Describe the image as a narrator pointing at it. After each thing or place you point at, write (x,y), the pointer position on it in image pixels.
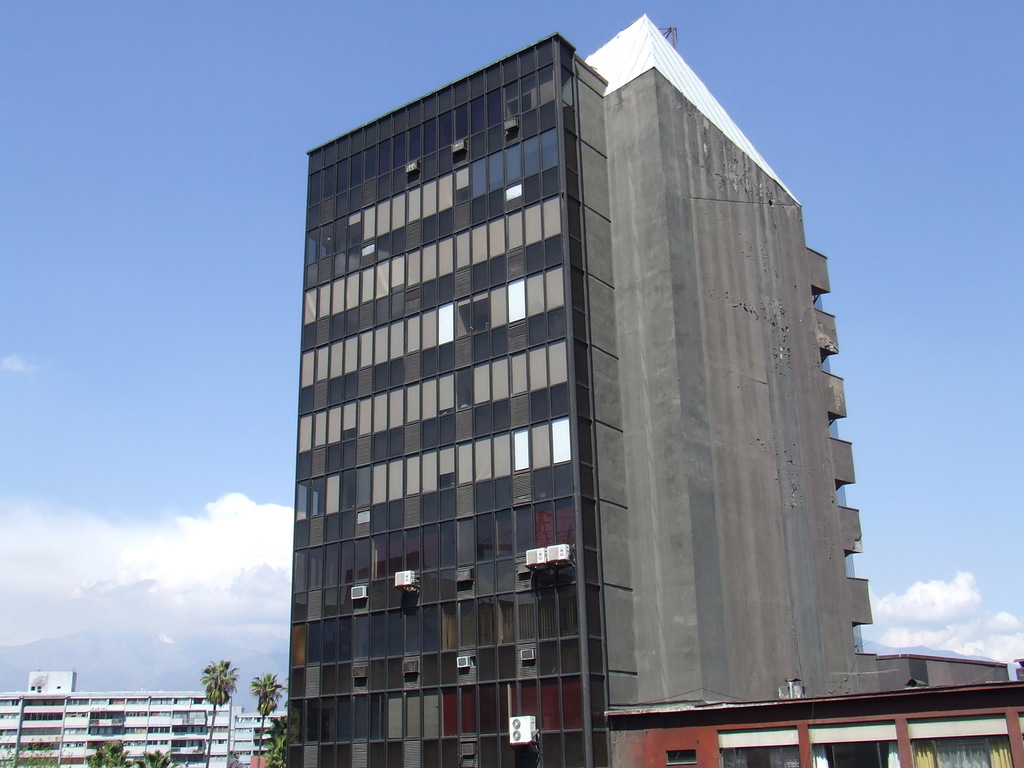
It is a very big building (719,539), on the left side (207,681) there are trees (226,687). At the top (151,234) it is the sky (166,328).
